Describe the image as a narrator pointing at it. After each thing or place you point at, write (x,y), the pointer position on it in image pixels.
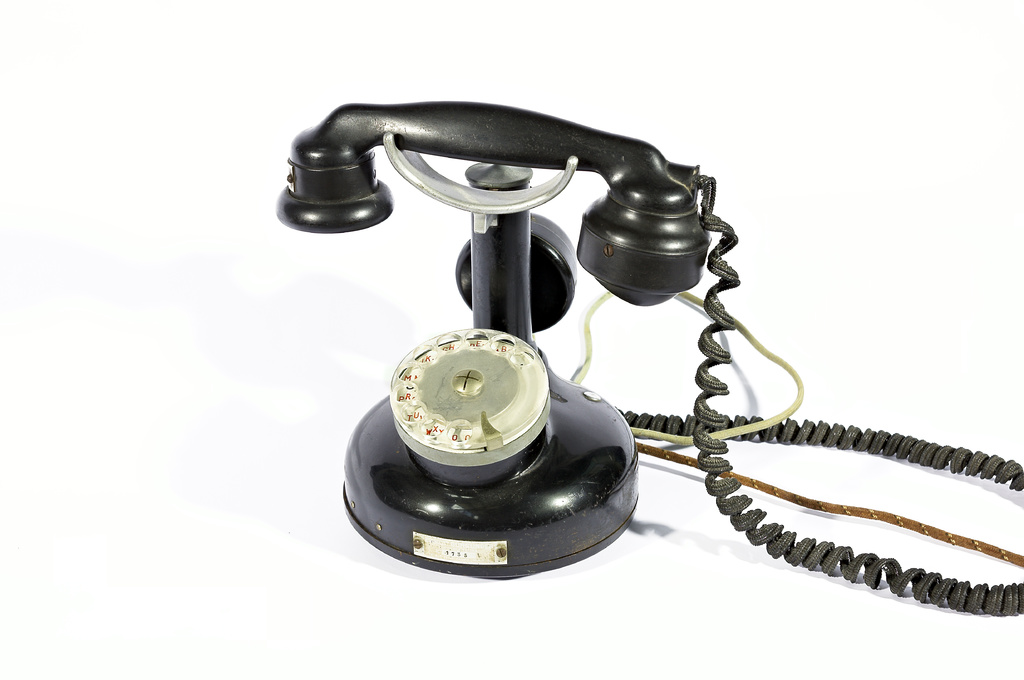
In this picture there is a black color telephone (605,542) and there are numbers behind the glass (501,363) and there is text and there are wires (723,442). At the back (748,457) there is a white background (725,519).
